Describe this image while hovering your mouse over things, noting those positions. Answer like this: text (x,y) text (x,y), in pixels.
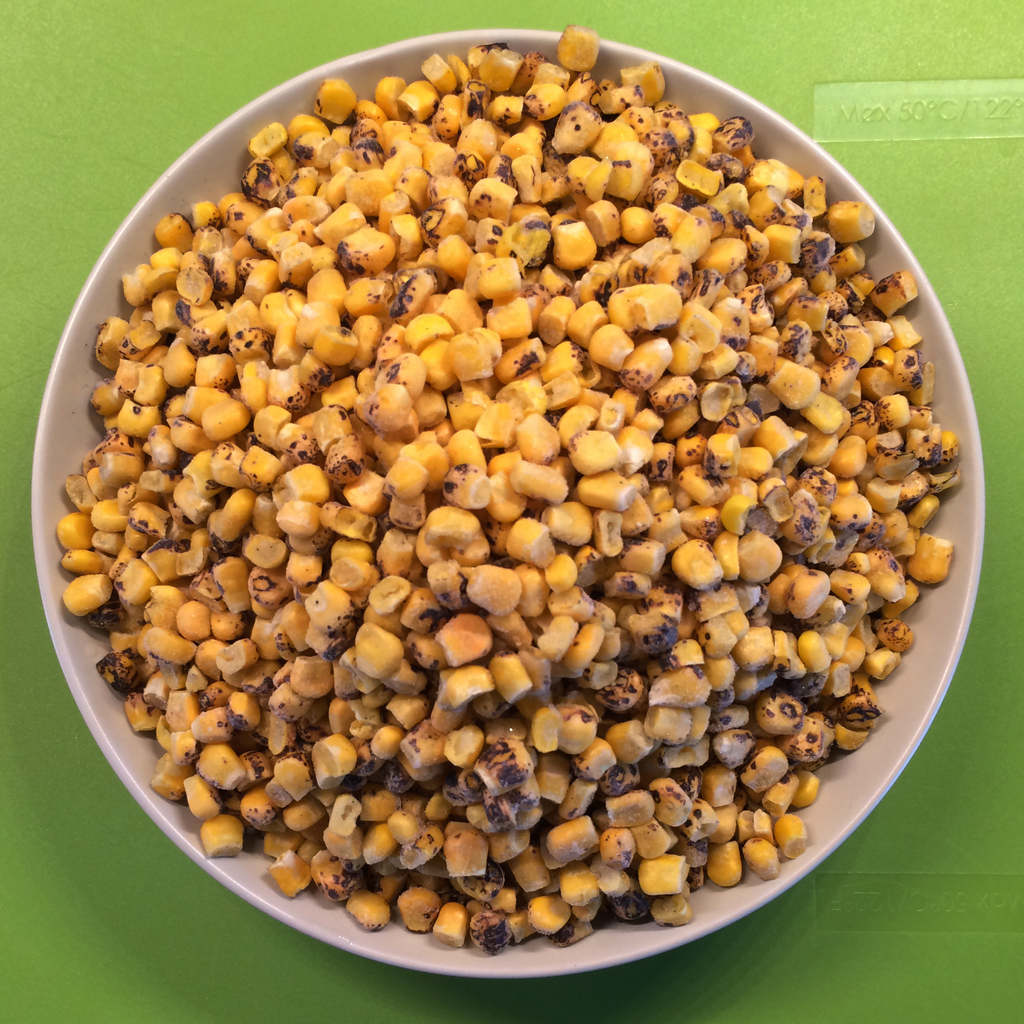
In this picture there are corn seeds (337,216) in the white bowl (327,141). At the bottom (973,972) there is a green color background (992,858) and there is a text (985,899).
